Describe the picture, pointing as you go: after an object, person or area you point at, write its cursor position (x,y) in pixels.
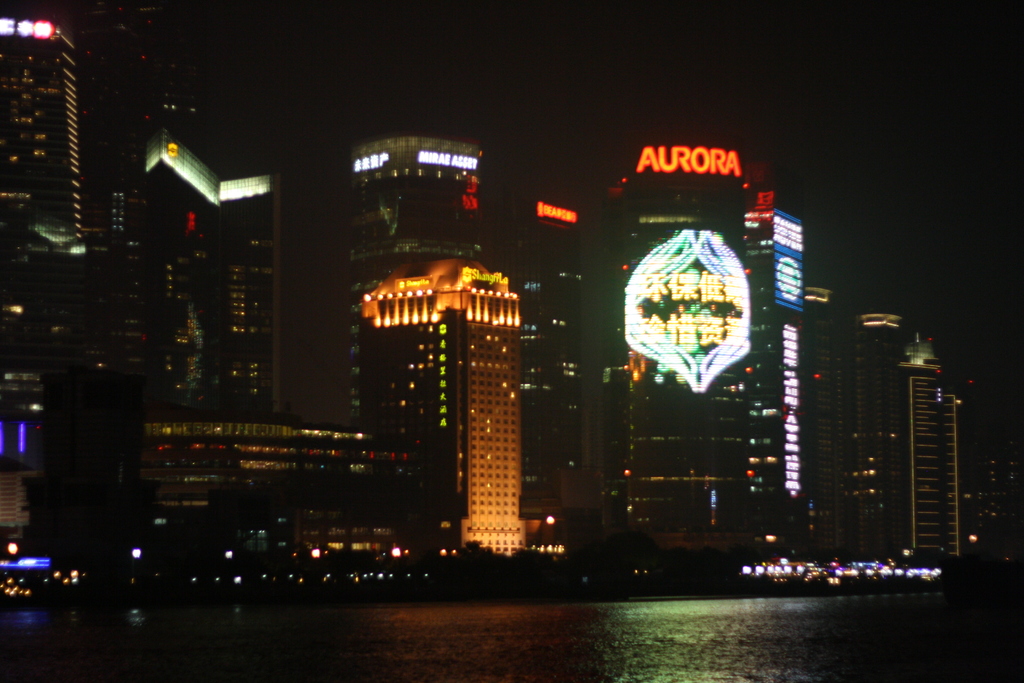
In the picture I can see the water (598,660) and buildings (520,415). In the background (670,135) I can see the sky (575,189).
